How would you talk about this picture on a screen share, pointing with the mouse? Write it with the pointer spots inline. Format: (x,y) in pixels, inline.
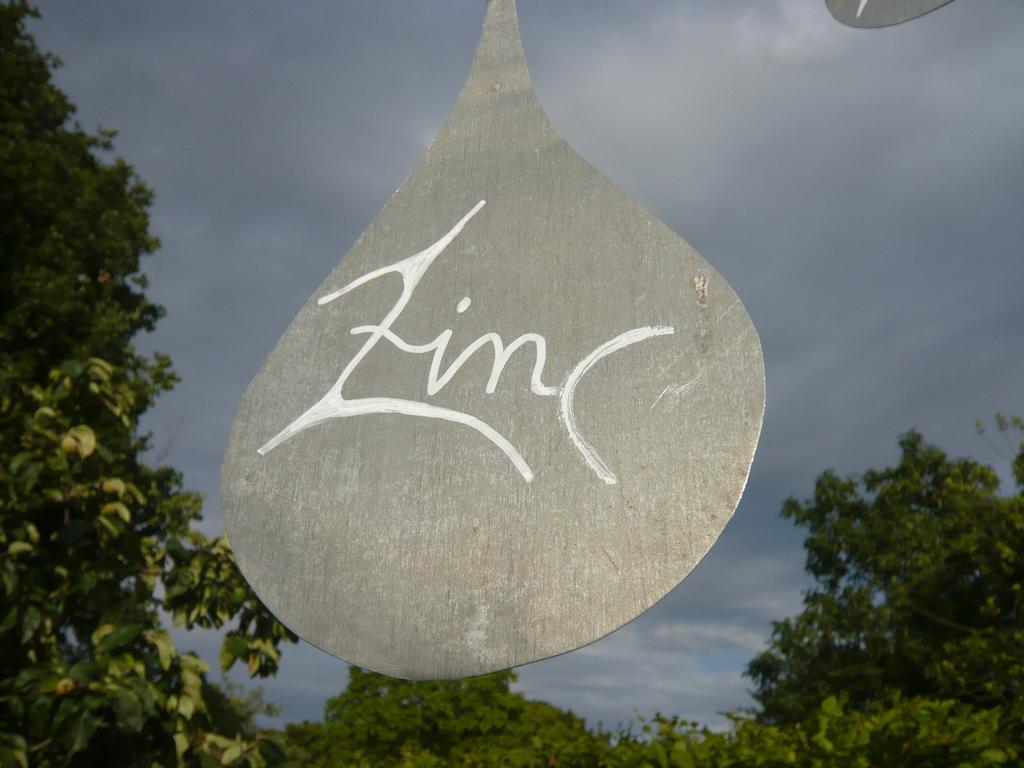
In the center of the picture (616,405) there is an iron object (438,287). In the background (159,690) there are trees (801,731). Sky (212,211) is cloudy.
